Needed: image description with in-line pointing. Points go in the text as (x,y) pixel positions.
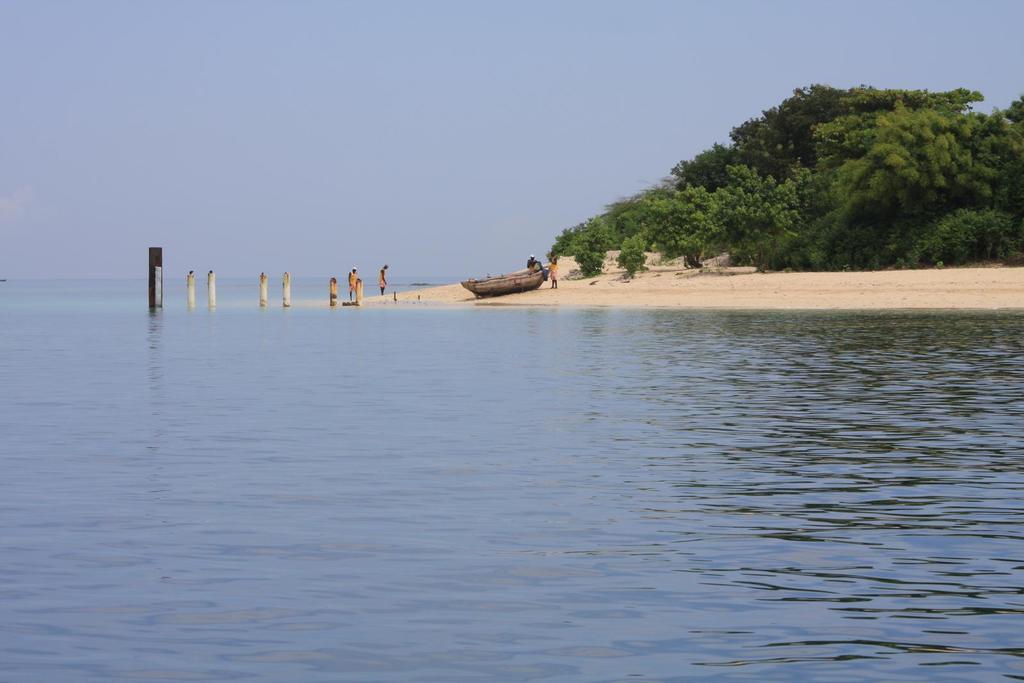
In this picture we can see water (541,515) at the bottom (504,516), in the background (859,197) there are some trees (807,193), we can see some people (557,271) standing in the middle (382,270). we can also see a boat (498,286), there is the sky (460,129) at the top of the picture (441,110).
